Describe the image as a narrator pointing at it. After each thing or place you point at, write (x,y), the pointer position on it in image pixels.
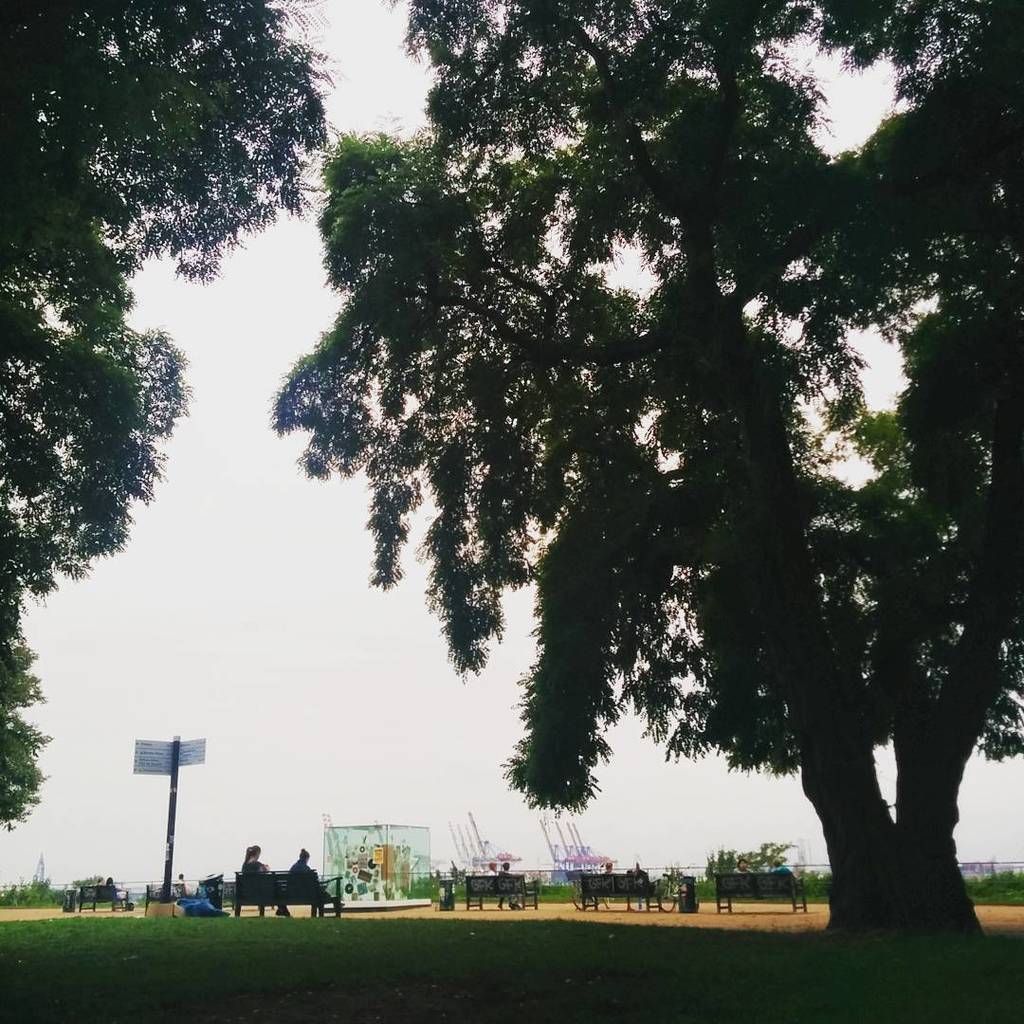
In this image we can see the trees (546,587). We can also see some people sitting on the benches (527,888). There is a sign board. Sky (127,740) is also visible and at the bottom (43,978) there is grass (717,982).
